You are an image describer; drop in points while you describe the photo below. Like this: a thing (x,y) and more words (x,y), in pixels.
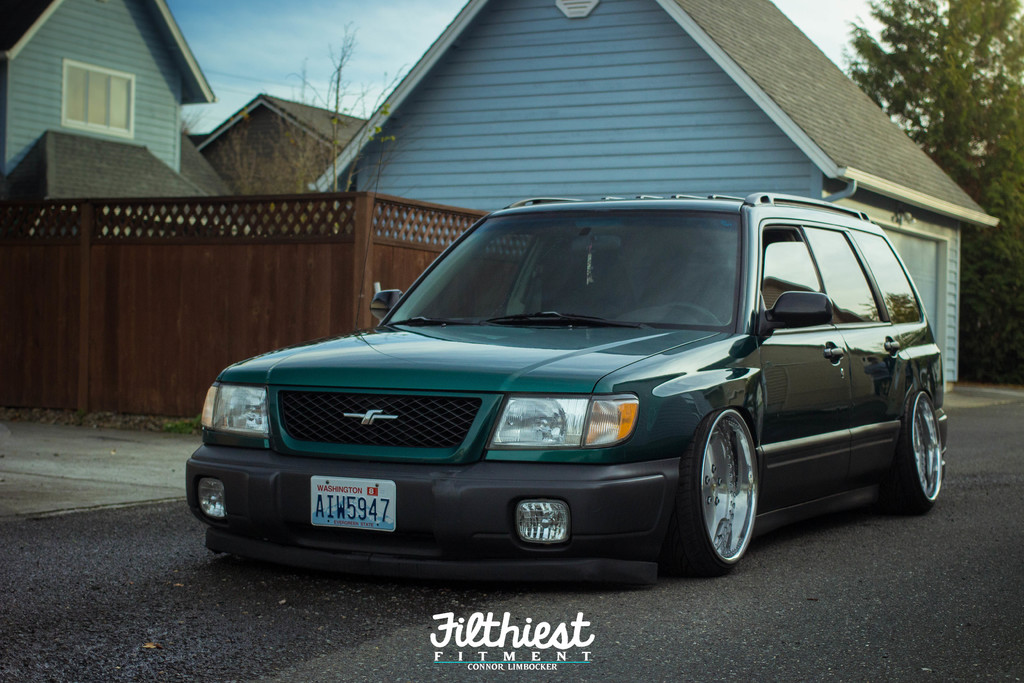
This picture shows houses (471,188) and we see couple of trees (917,60) and a car (609,582) on the road (983,462) and we see a blue cloudy sky (370,48) and we see text (544,653) on the bottom of the picture (508,652).
